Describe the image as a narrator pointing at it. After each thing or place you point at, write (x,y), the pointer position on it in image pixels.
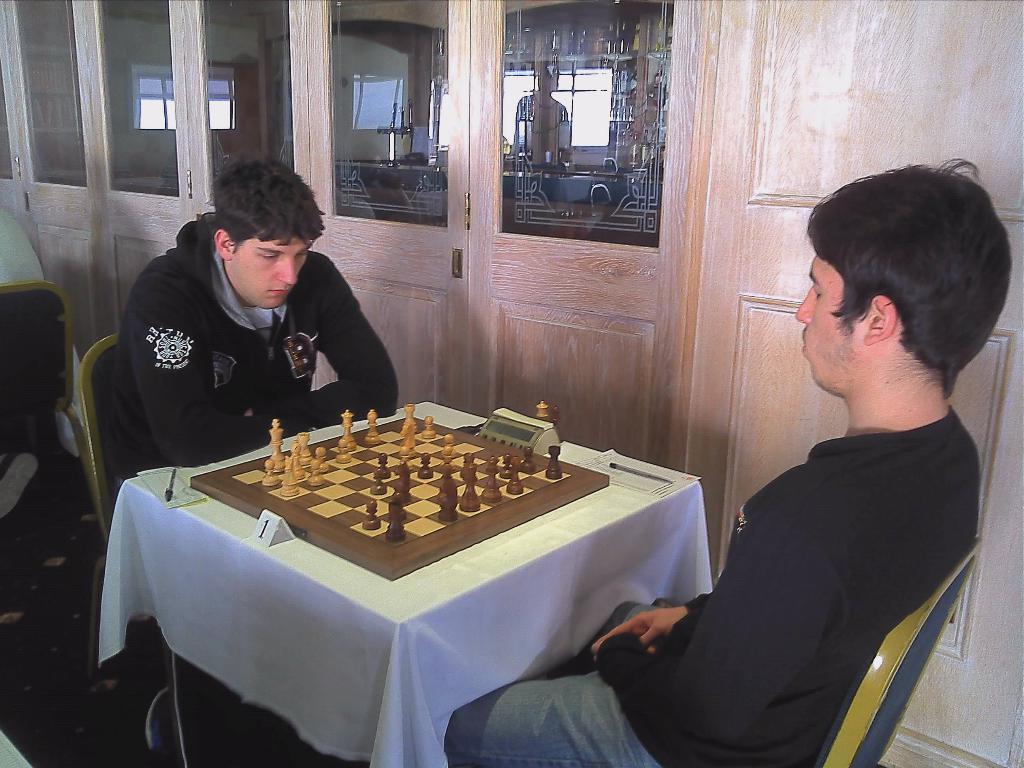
Two men (746,627) are sitting on the chairs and playing the chess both of them are wearing black color coats (736,640).
